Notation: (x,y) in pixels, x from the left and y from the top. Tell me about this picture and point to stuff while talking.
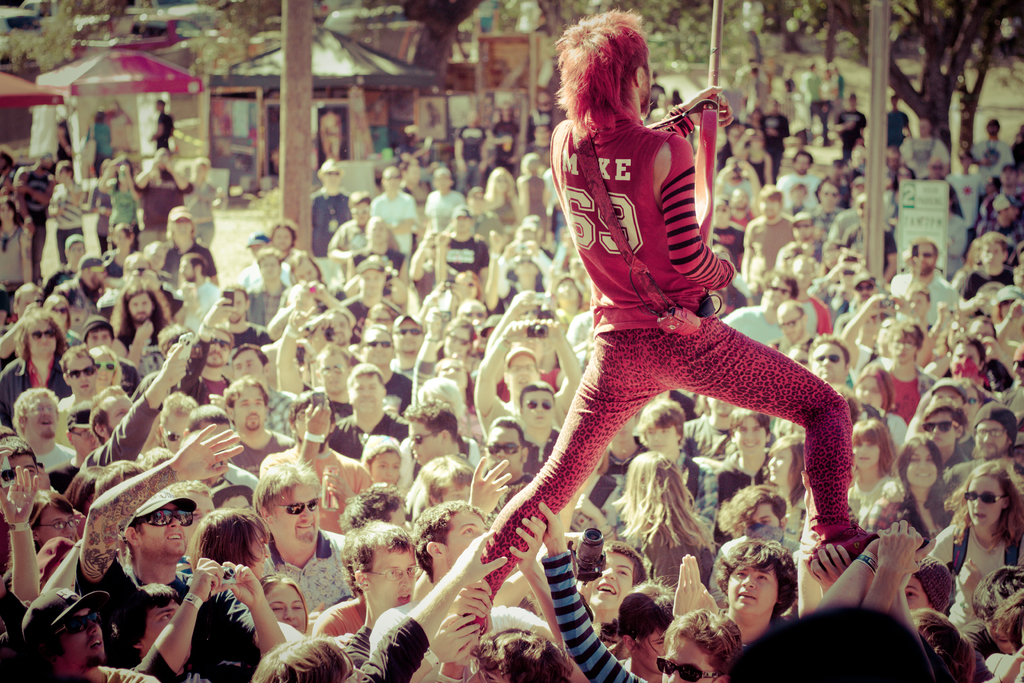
In this picture we can see a group of people (194,267) and some people (871,571) are holding legs (818,508) of a person (666,295). In the background (670,59) we can see tents (378,50), trees (424,41) and some objects (473,76).
